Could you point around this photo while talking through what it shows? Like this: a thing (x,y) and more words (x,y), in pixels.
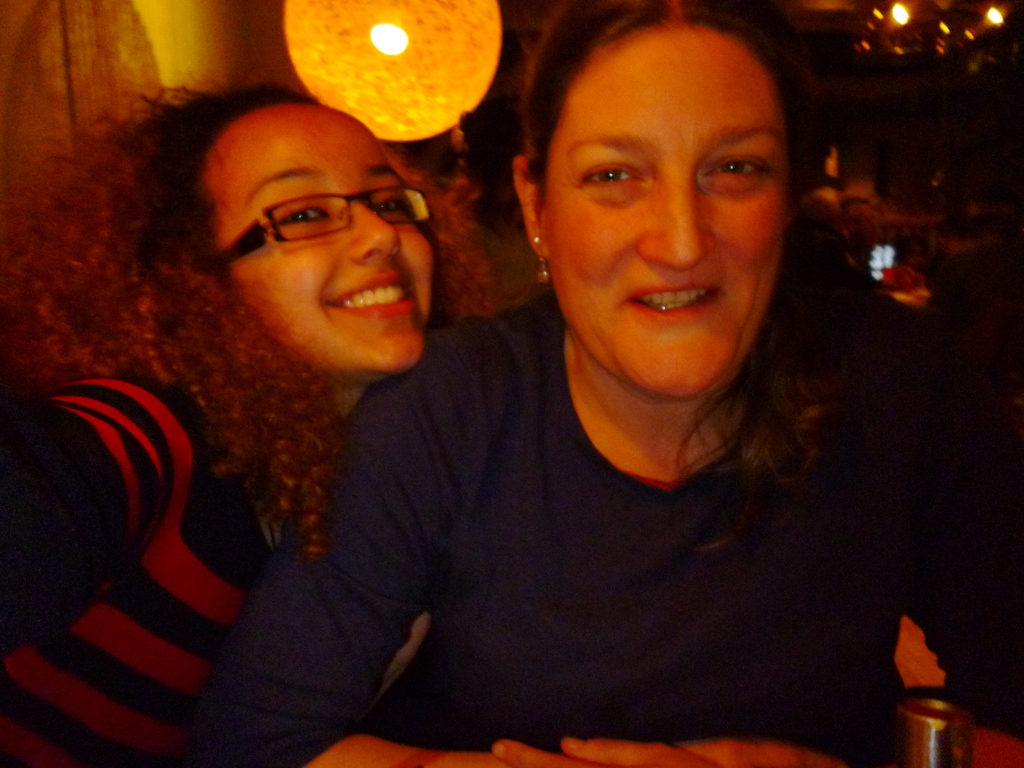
In this image I can see two people (473,364) smiling and wearing different color dresses (525,483). Back I can see few lights (487,51) and a dark background (891,53).
